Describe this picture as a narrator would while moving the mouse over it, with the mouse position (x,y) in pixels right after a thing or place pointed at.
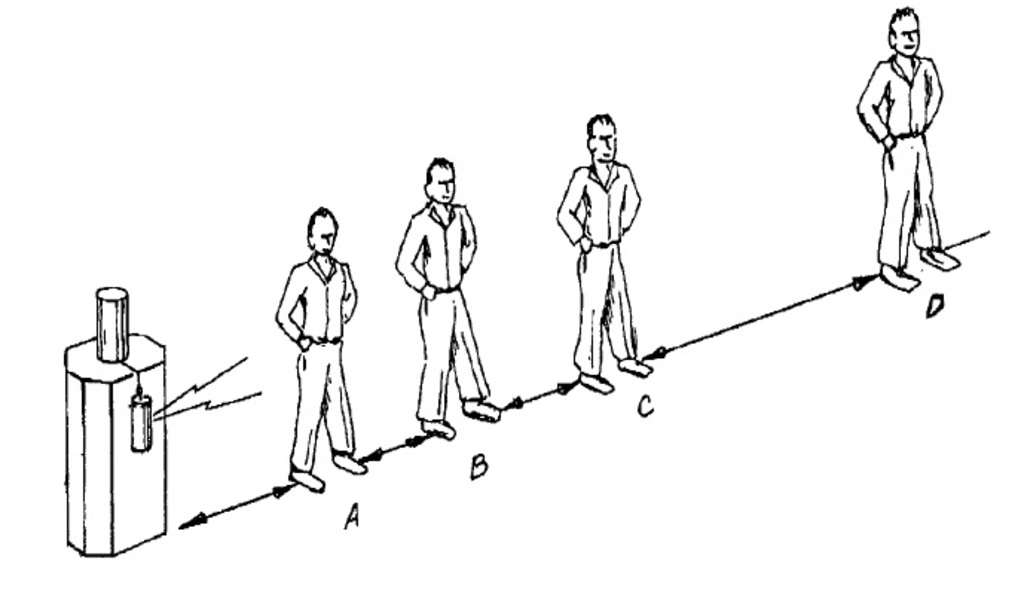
In the center of the image (462,388) there are depictions (873,83) of persons (310,327).
